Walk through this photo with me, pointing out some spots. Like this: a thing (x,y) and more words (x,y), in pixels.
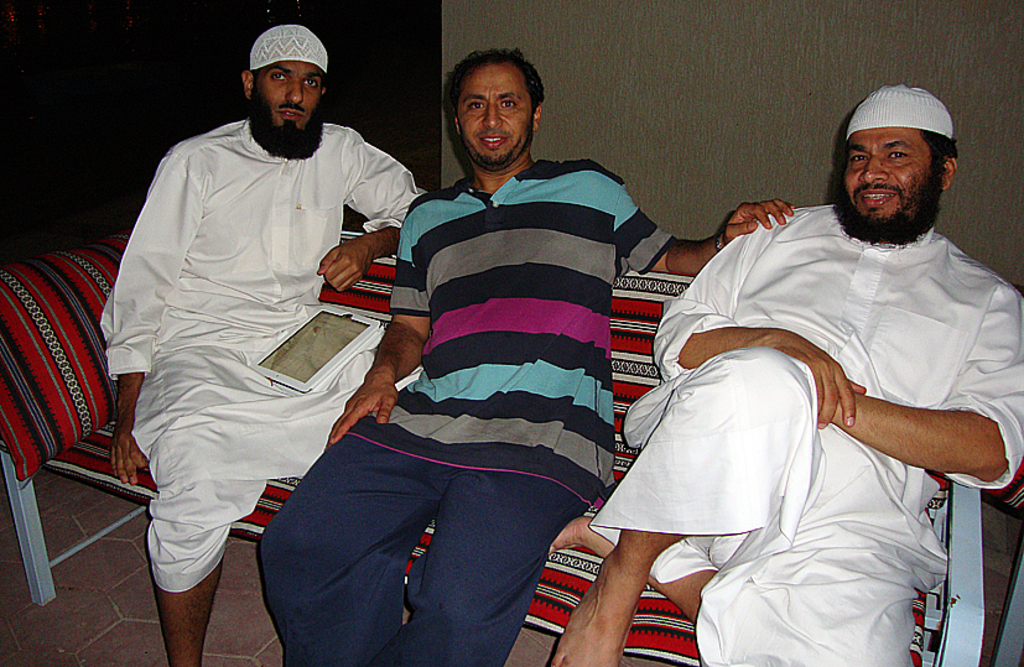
In the image there are three men (241,481) sitting on a sofa (615,417) and behind them there is a wall (662,149).
